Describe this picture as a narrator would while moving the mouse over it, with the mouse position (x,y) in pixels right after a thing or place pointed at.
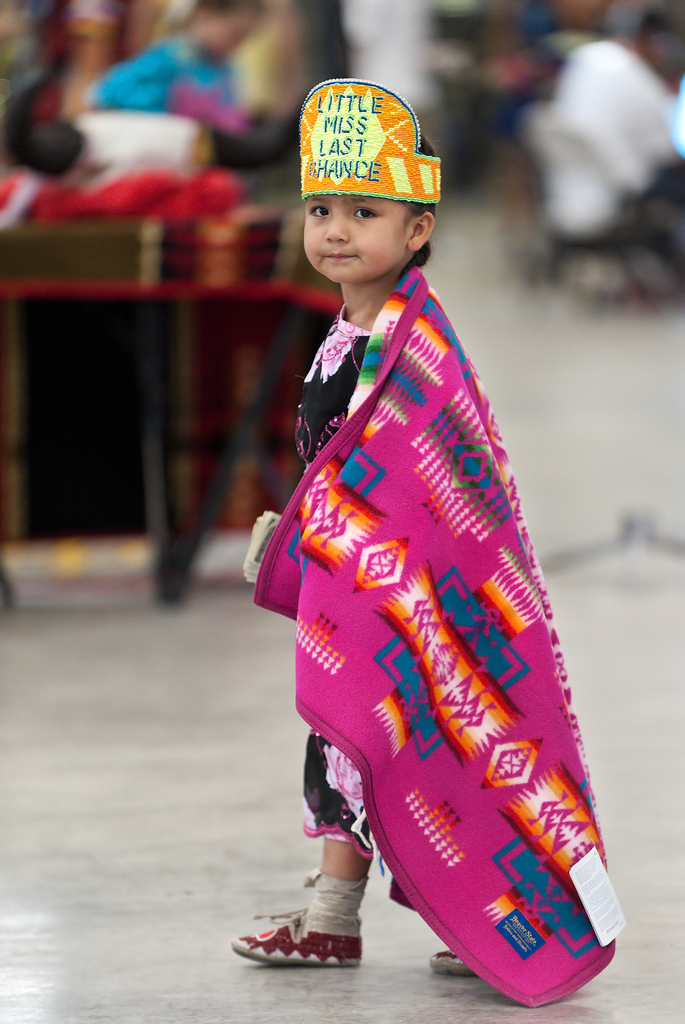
In this image we can see a girl (469,369) wearing a crown (374,161). In the background of the image (382,67) there are people (42,49). At the bottom of the image (228,955) there is floor (204,996).
